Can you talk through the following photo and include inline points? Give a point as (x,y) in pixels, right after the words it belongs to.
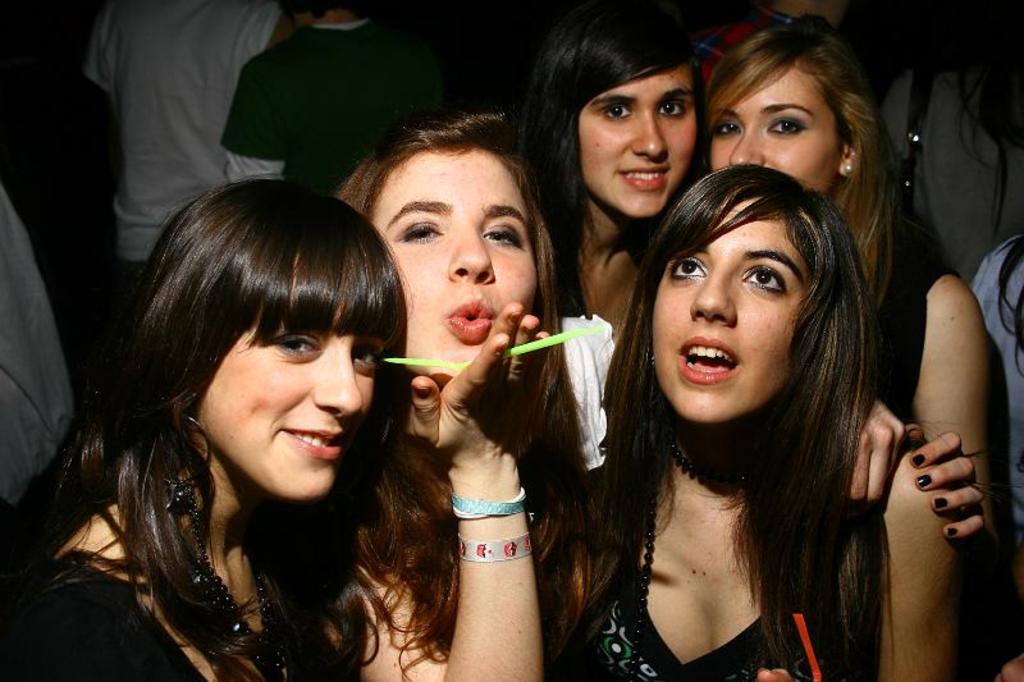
In the middle of the picture (351,294) we can see five women (750,299). In the background (279,168) we can see few persons (977,73).
